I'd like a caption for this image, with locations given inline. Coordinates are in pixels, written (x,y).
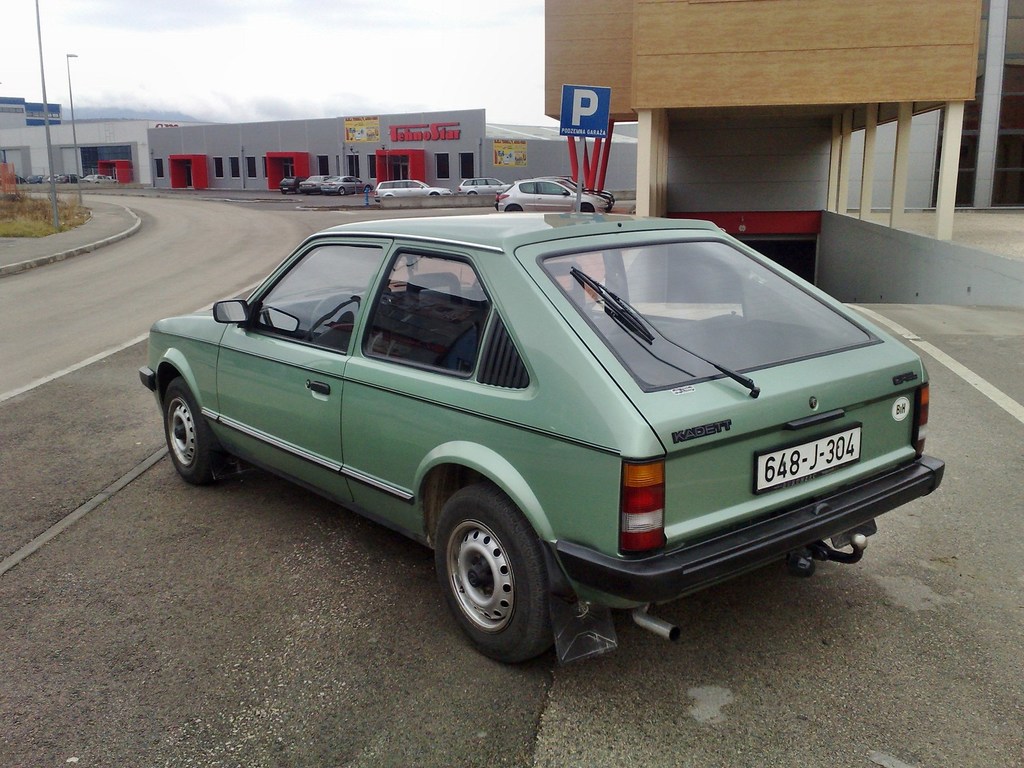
In this image I can see a car (528,423) which is green and black in color on the ground (299,562). In the background (148,260) I can see the road (177,260), some grass (60,196) on the ground (40,190), few poles (54,222), few other vehicles (519,193), a board (584,125), few buildings (552,112) and the sky (277,60).
